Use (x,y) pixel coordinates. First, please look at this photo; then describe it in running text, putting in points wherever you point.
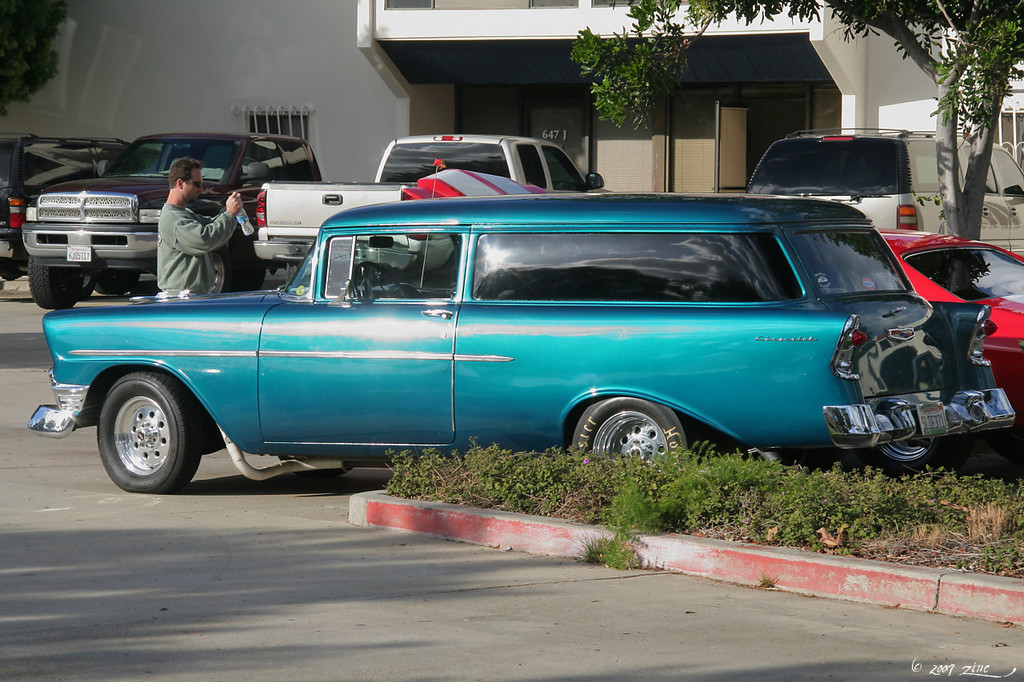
In this picture we can see cars (518,275) on the road (220,513), trees (17,36) and a man (189,192) holding a bottle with his hand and standing and in the background (177,59) we can see a building (762,31) with windows (257,116).
